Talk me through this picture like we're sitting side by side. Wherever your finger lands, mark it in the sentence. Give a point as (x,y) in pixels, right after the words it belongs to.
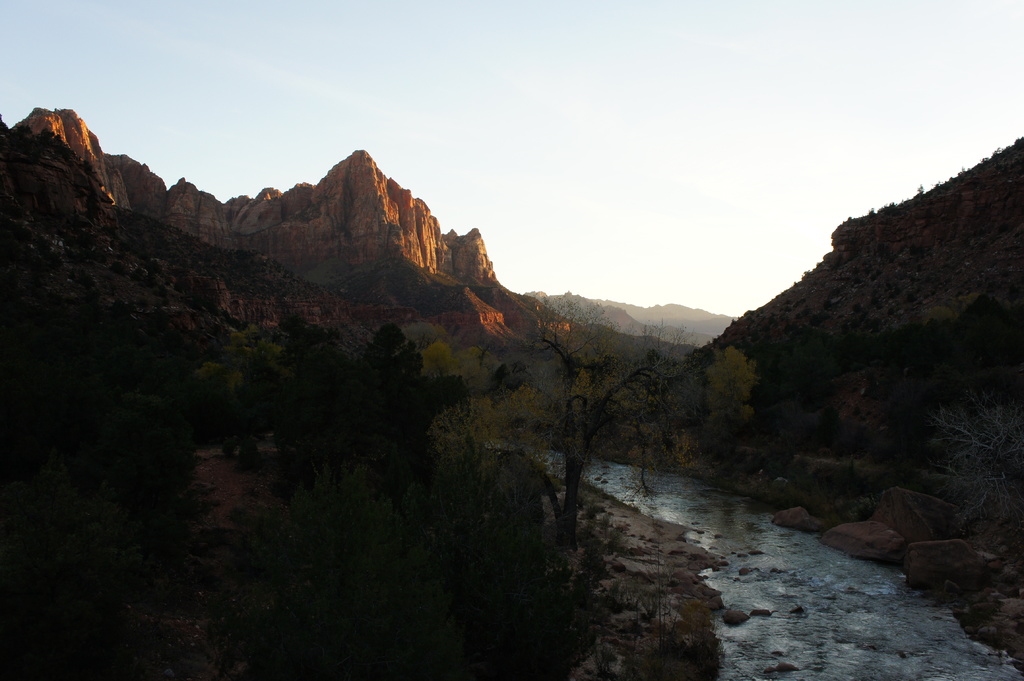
In this image I can see the water (600,465) and the trees (466,426). In the background (514,340) I can see the mountains (505,319) and the sky (520,127).
